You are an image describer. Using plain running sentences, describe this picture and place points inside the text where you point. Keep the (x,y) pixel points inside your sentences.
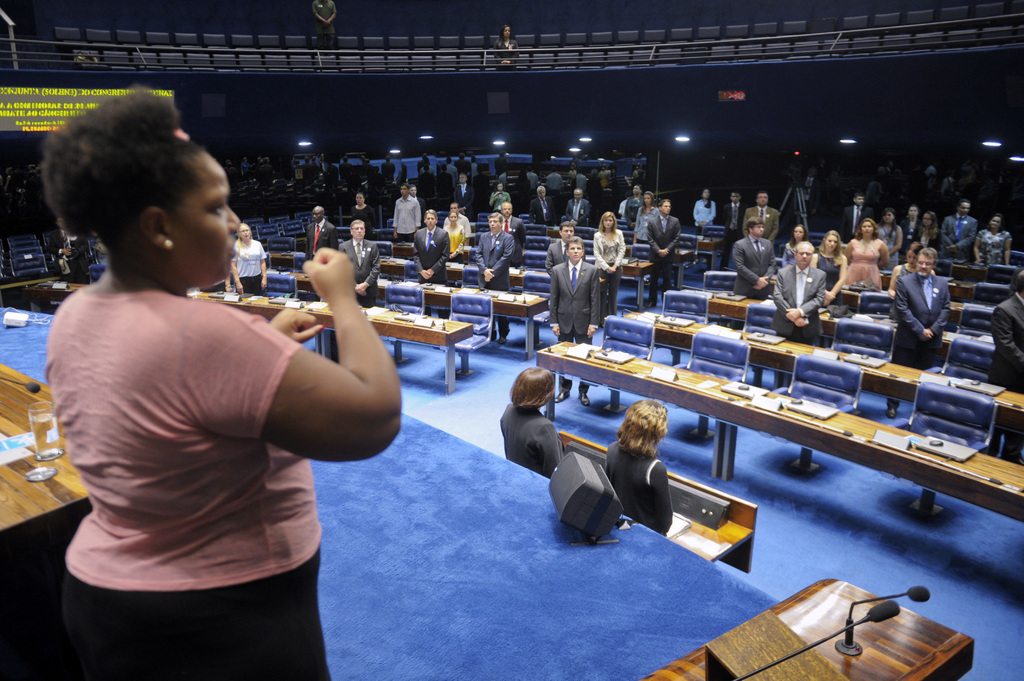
There is a lady (197,516) standing. Near to her there is a table (58,501). On the table (63,485) there is a glass (34,413) and a mic (30,381). This is a stage (430,537) with blue carpet (441,560). On the stage (502,611) there are speakers (558,501). There are many persons (663,260) standing. There are many tables (528,341) and chairs (420,292). In the background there are lights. and there is a banner (50,101) with yellow color written over there.
